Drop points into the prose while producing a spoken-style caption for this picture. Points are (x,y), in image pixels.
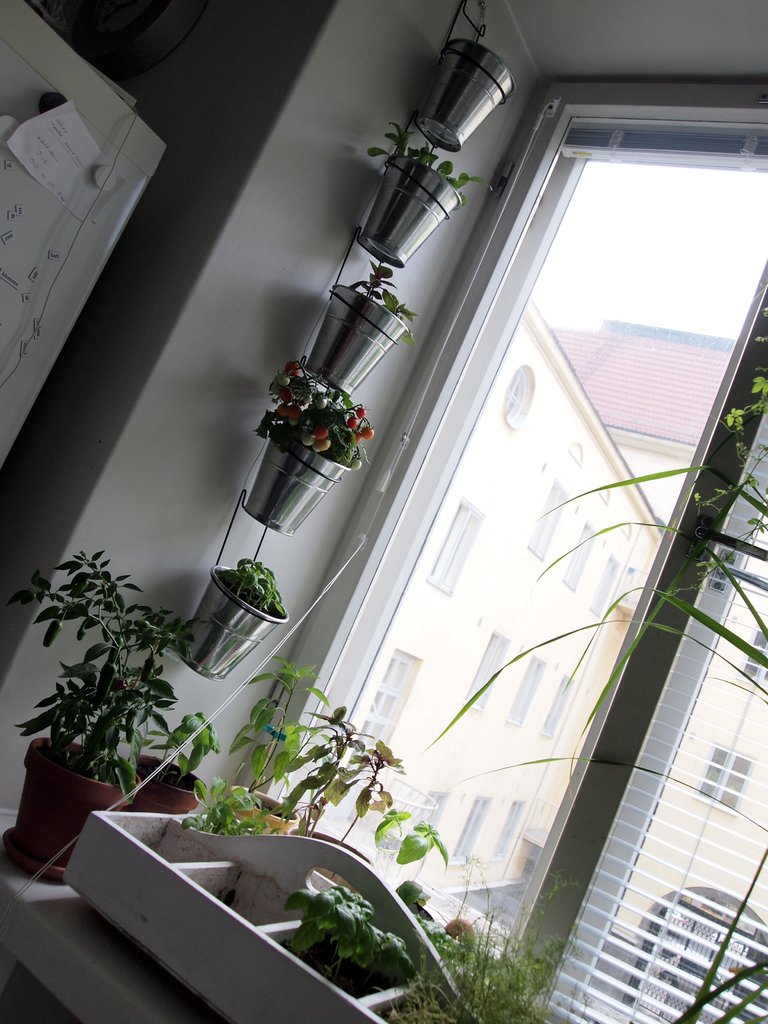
In this image we can see metal pot planter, wooden object (112,847), planter (170,802), window (333,683) and behind the window (499,501) we can see some buildings (429,691).
